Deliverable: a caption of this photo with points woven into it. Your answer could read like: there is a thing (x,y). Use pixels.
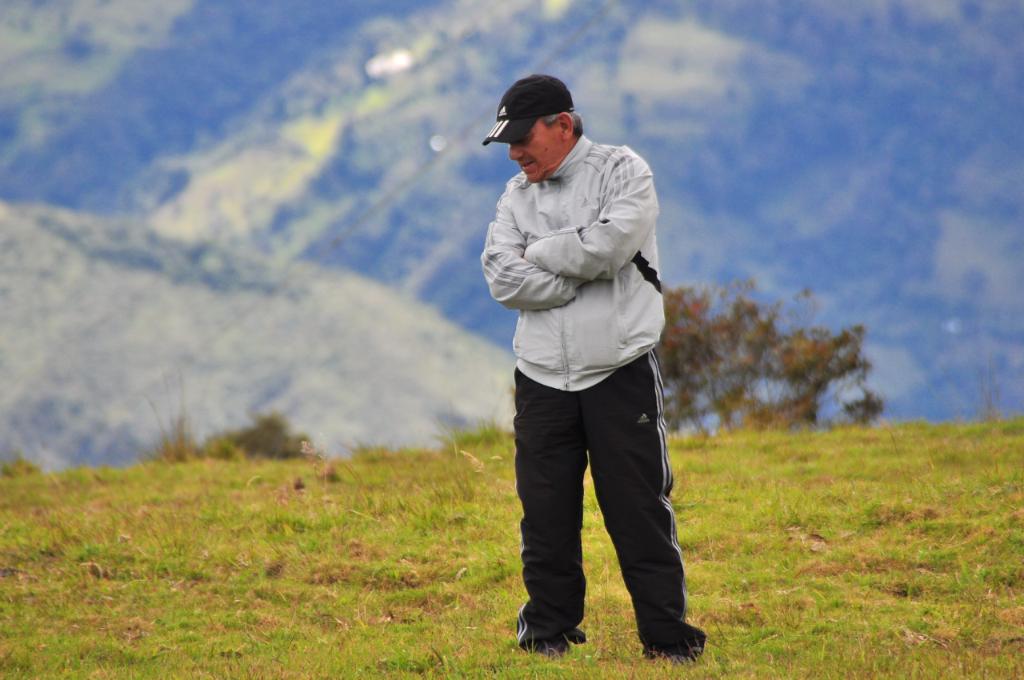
In this image we can see a person (617,394) standing. There is grass (835,533) and plants (846,339). In the background (342,170) we can see hills (317,154).
